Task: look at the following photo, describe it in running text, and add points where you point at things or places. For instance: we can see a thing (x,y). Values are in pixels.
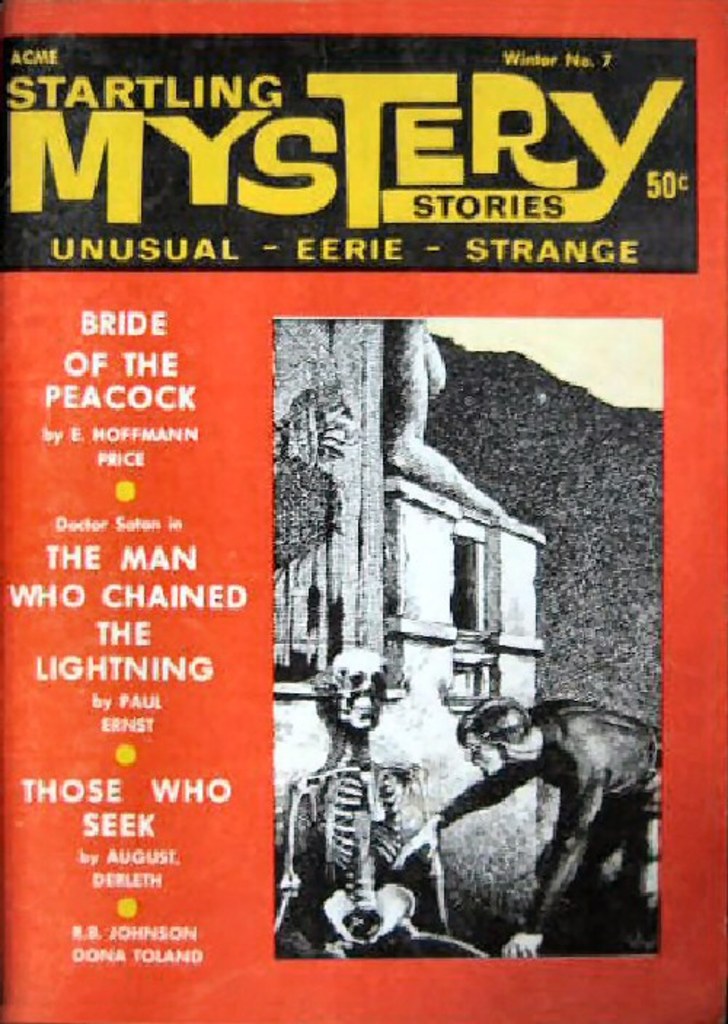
In the image we can see a poster (361,437), on the poster (367,622) we can see the picture (444,683) of a person (510,764) and skeleton (335,818), we can see the building (393,593) and text (129,639) on the poster (135,629).
